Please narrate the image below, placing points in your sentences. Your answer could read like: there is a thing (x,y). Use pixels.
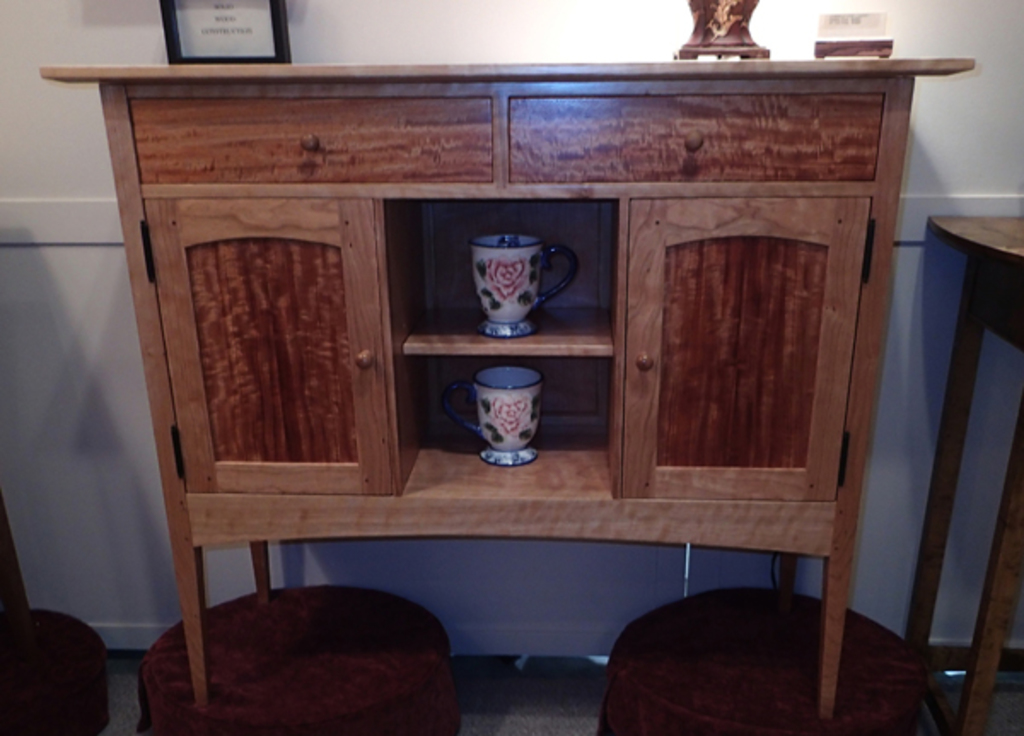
In this picture we can observe brown color cupboards (305,349). We can observe two mugs (506,333) placed in the racks (489,337). There is a photo frame (209,44) placed on the desk (102,81). In the background (468,55) there is a wall (545,30).
